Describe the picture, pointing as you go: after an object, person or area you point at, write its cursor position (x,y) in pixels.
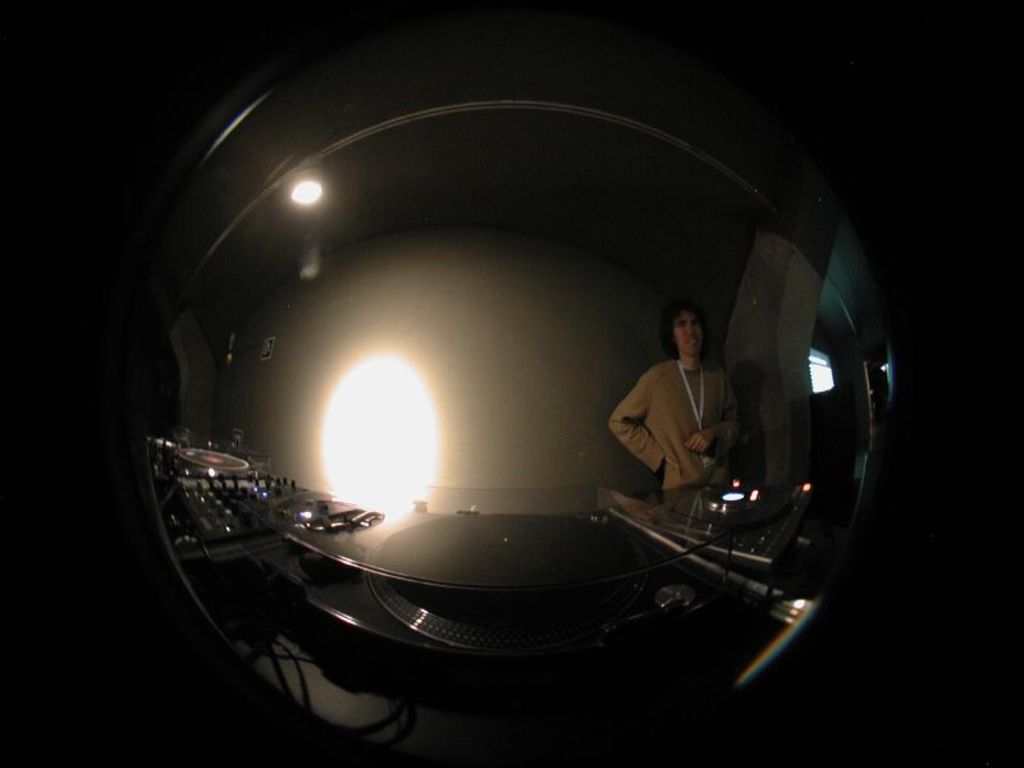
This picture seems to be an edited image. On the right (694,415) there is a person (702,451) wearing long-sleeved top (665,431) and standing. In the foreground (190,557) there are some objects (575,562). In the background (628,240) we can see the wall (374,265), roof (391,194) and a light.
